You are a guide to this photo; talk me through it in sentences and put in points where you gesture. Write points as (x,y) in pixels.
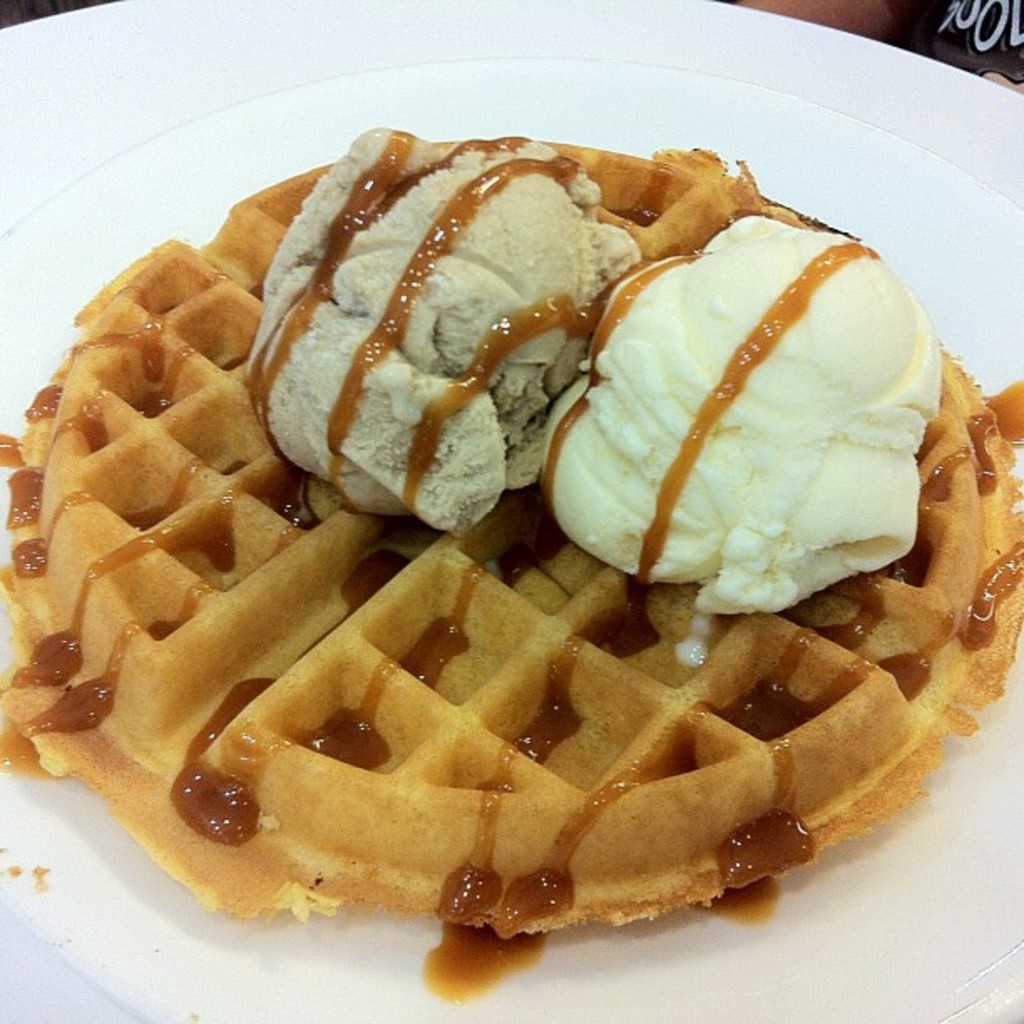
In this image I can see a Belgian waffle (627,178) in a plate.
